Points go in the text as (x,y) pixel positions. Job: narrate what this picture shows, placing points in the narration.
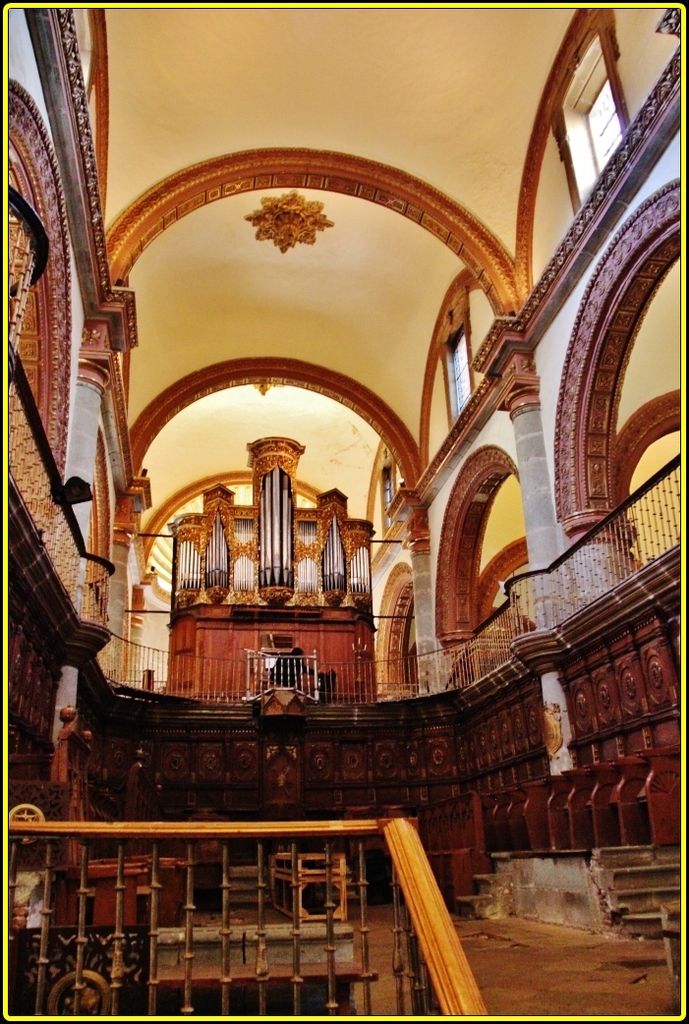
At the bottom of the image (154,831) there is a railing (79,829). Behind the railing (293,903) there are brown color walls (334,749). And in the background (368,679) there are railings (637,566), walls (483,585), sculptures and pillars (106,379). And also to the wall (115,381) there are arches (344,179).
